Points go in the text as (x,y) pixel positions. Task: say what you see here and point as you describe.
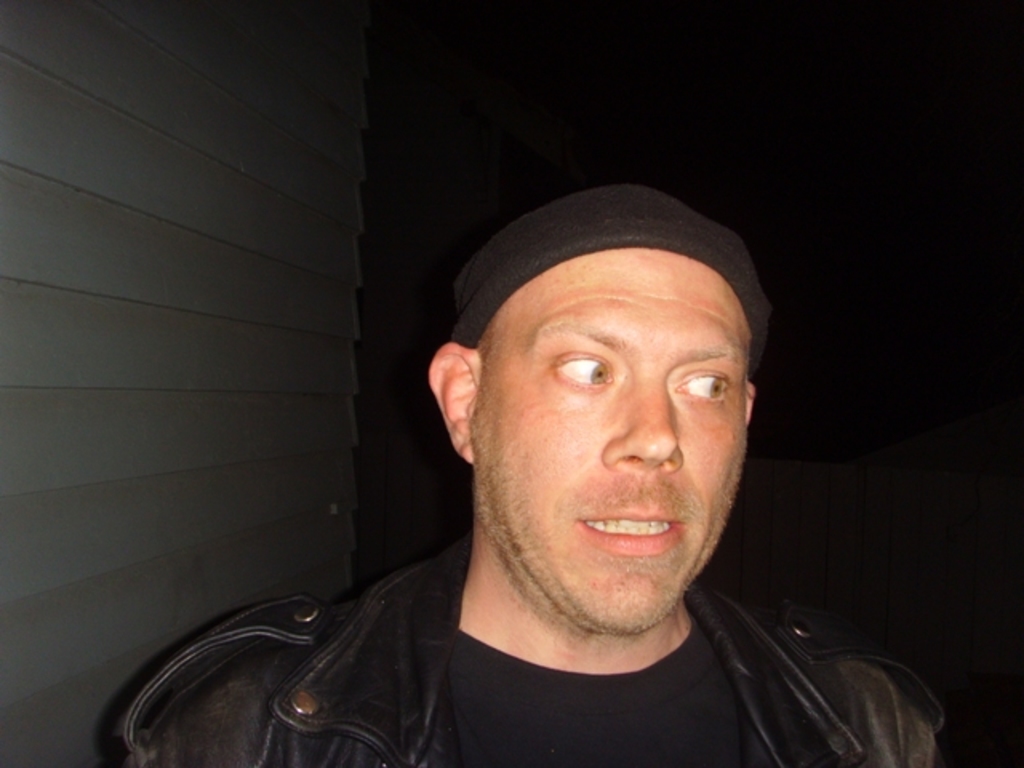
In this image I see a man (653,510) who is wearing black jacket (439,619) and black t-shirt (594,696) and I see that he is wearing black cap (564,244) and it is dark in the background (620,78).
